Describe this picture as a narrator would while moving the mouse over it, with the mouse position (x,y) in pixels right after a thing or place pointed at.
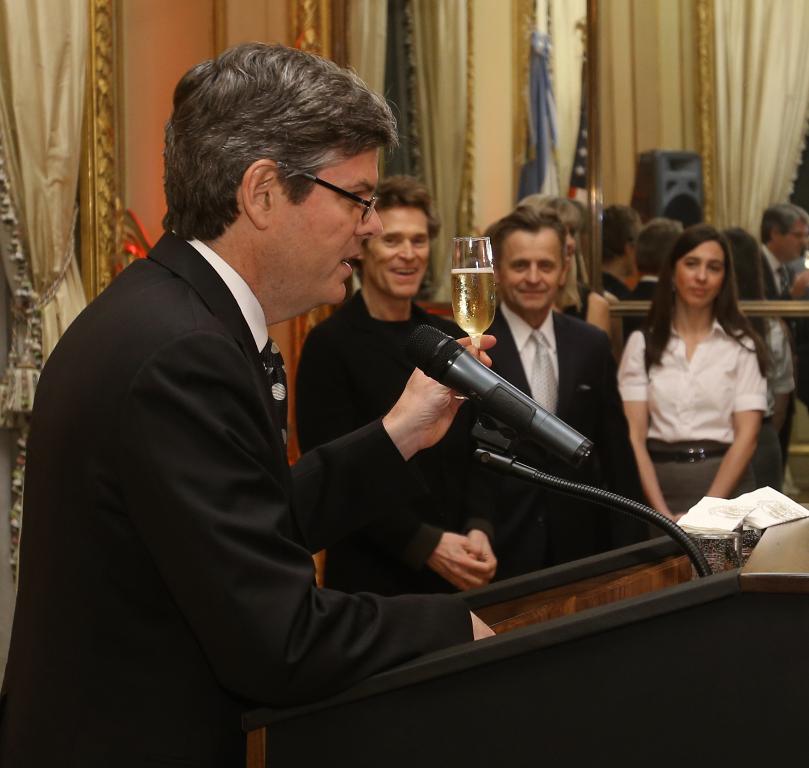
In this image I can see a person (277,431) standing in front of podium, on the podium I can see a mike (529,418), person (435,634) holding a glass (475,247), in the middle (438,281) I can see persons (727,284), curtains (455,124) and speakers (677,172) visible in front of curtain (731,121).
